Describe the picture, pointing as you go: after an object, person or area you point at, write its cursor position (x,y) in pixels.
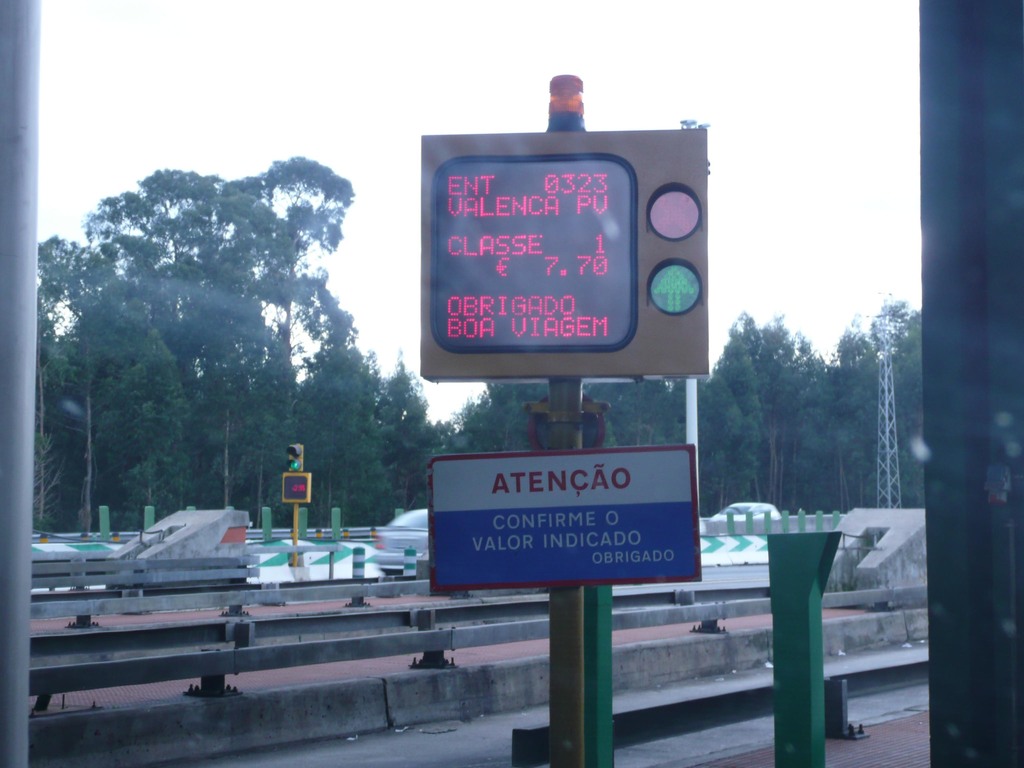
In the foreground of this image (553,528), there is a board (565,318) and a traffic pole (615,251). On either side of the image, there are poles (962,501). In the background (136,640), there are railings (289,587), poles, trees (717,394) and the sky (309,92).
